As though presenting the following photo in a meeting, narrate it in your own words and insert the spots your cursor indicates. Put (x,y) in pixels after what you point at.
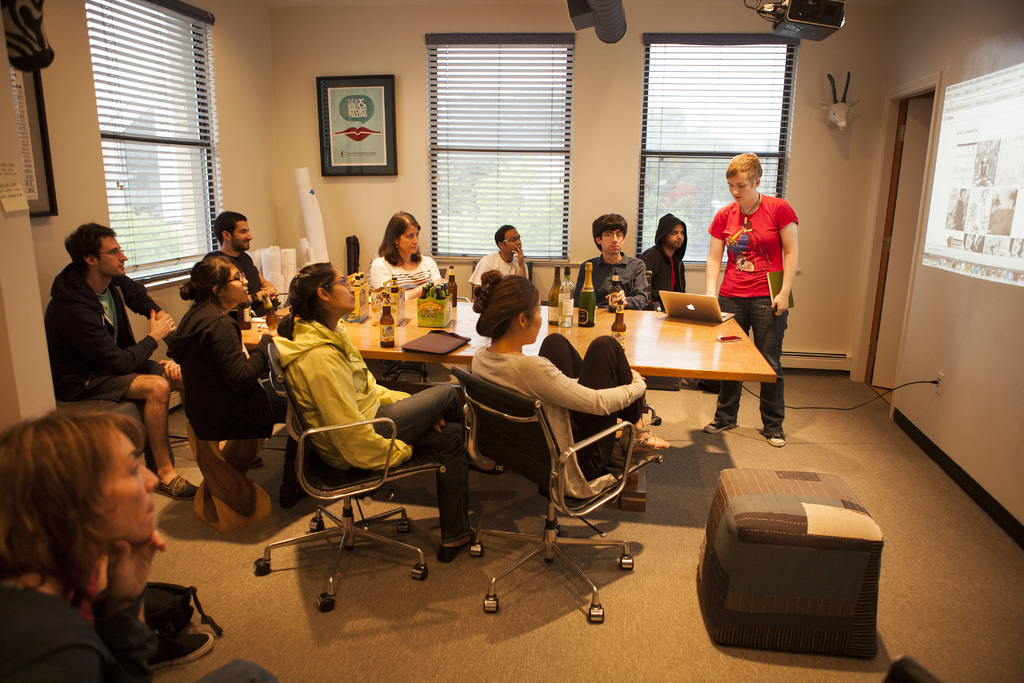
This picture shows some people (314,380) sitting in the chairs (535,401) around a table (698,353). On the table (667,318) there are a laptop (675,311), bottles (568,302) and files (433,335). There is a woman (736,284) standing in front of a laptop (695,304). In the background (517,132) there are some Windows (517,124) and some photo frames (365,114) attached to the wall (353,35) here.
